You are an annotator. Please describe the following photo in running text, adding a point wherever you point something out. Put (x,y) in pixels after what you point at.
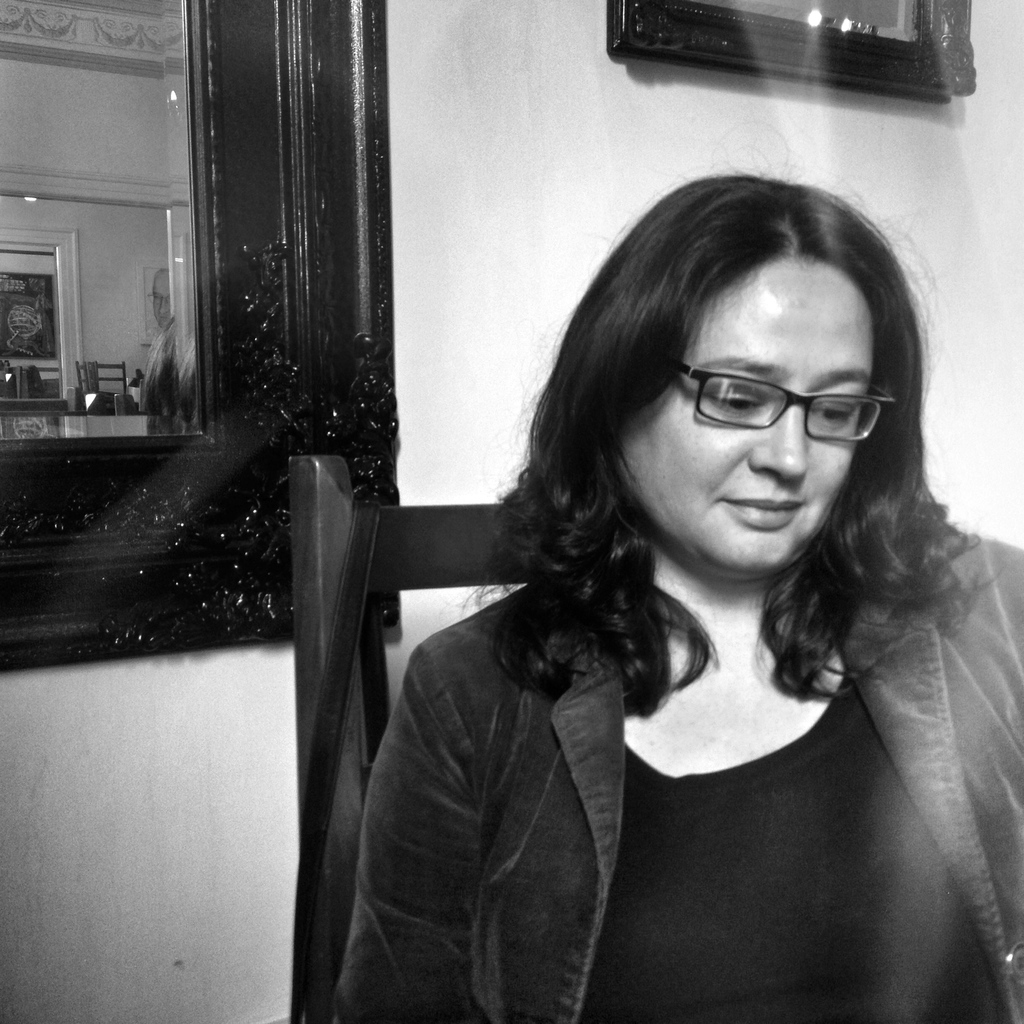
This is a black and white image. I can see a woman (595,697) sitting on a chair (352,598). In the background (332,268), I can see a mirror (308,239) and a frame (648,53) attached to the wall (497,216).
